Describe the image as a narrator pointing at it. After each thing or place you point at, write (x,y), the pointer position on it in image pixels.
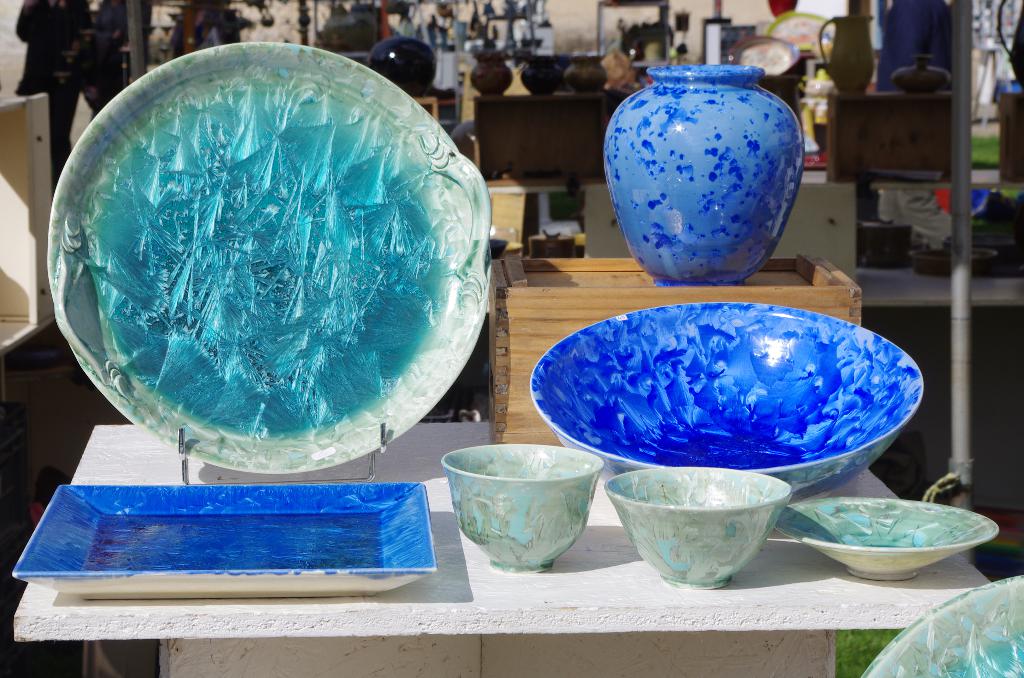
In the picture we can see a white color desk (403,614), on it we can see some bowls (563,508), plate (148,174) and tray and behind it, we can see the wooden box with a flower vase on it which is blue in color and in the background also we can see some jars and some objects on the desks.
